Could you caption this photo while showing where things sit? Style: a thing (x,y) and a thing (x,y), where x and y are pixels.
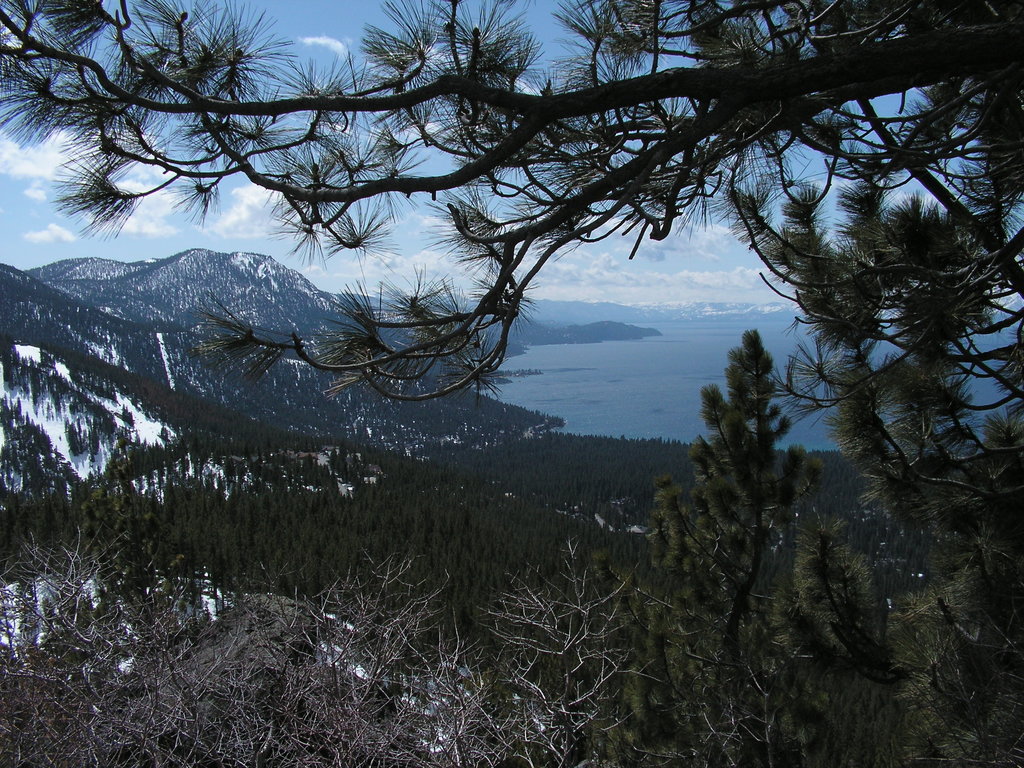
In this picture we can see trees (395,408), on the right side (708,387) there is water (733,345), in the background (250,380) we can see hills (76,334), there is the sky (340,48) and clouds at the top of the picture (348,21).
